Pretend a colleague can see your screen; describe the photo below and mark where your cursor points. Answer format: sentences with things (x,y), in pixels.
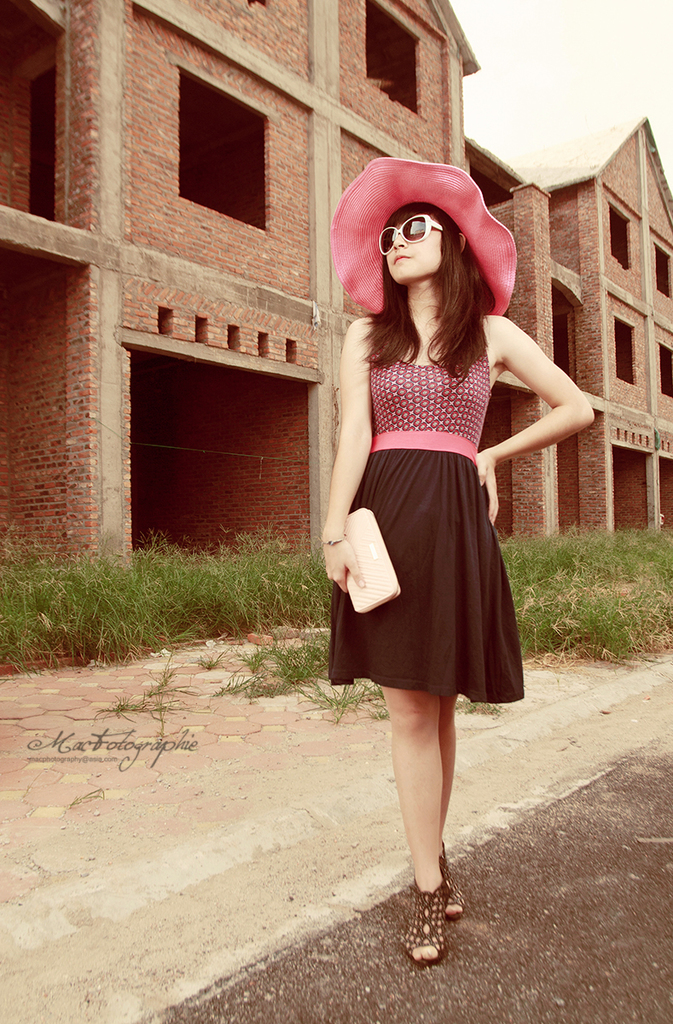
In this image we can see a woman (422,549) holding a purse (378,569), behind her there are houses (669,254), grass (622,630), also we can see the sky (587,61), and text (146,746) on the image.
